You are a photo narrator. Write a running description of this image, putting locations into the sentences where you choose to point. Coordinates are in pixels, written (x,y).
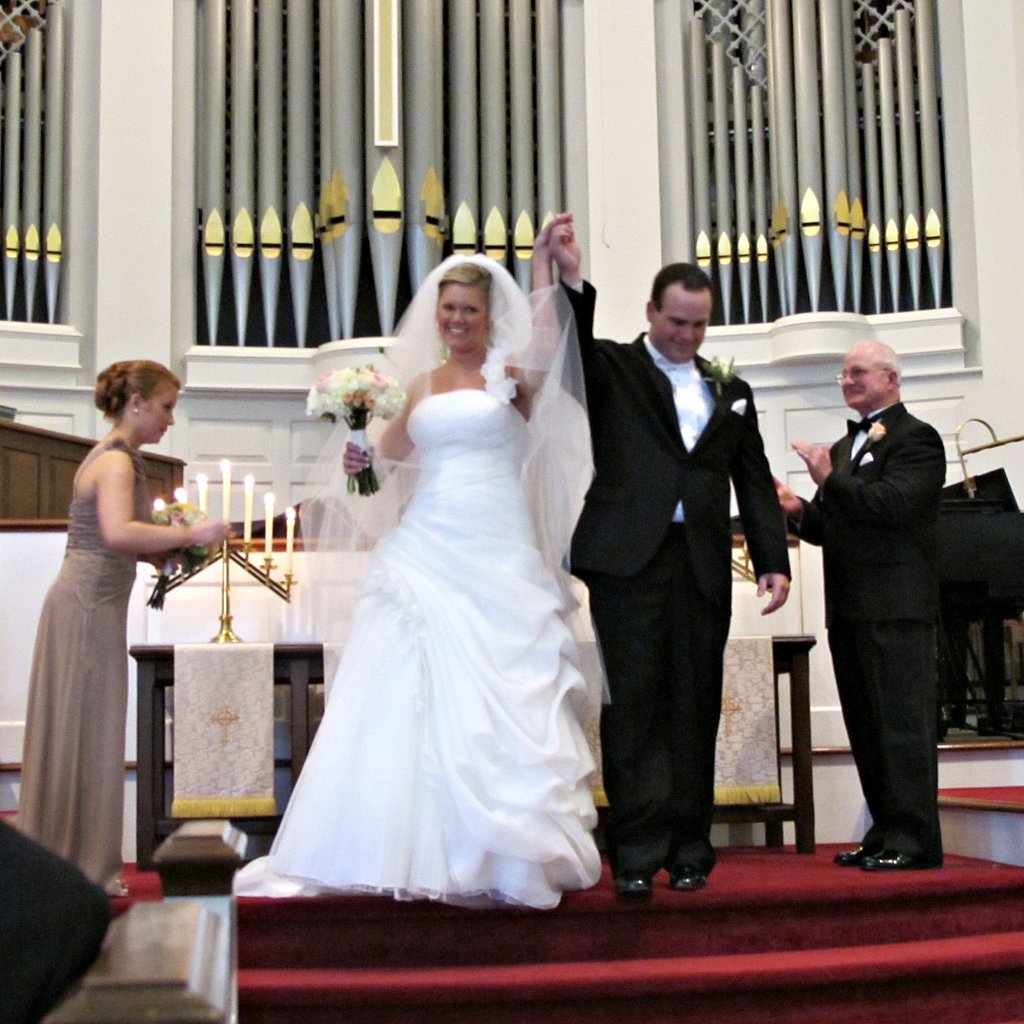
In this image there is a table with candle stand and four people (42,763) and staircase (969,975) in the foreground (280,1014). There is a lady (476,301) wearing a white gown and holding flower bouquet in the foreground (512,360). There is a wall (998,274) with some objects (834,285) in the background (358,314).
